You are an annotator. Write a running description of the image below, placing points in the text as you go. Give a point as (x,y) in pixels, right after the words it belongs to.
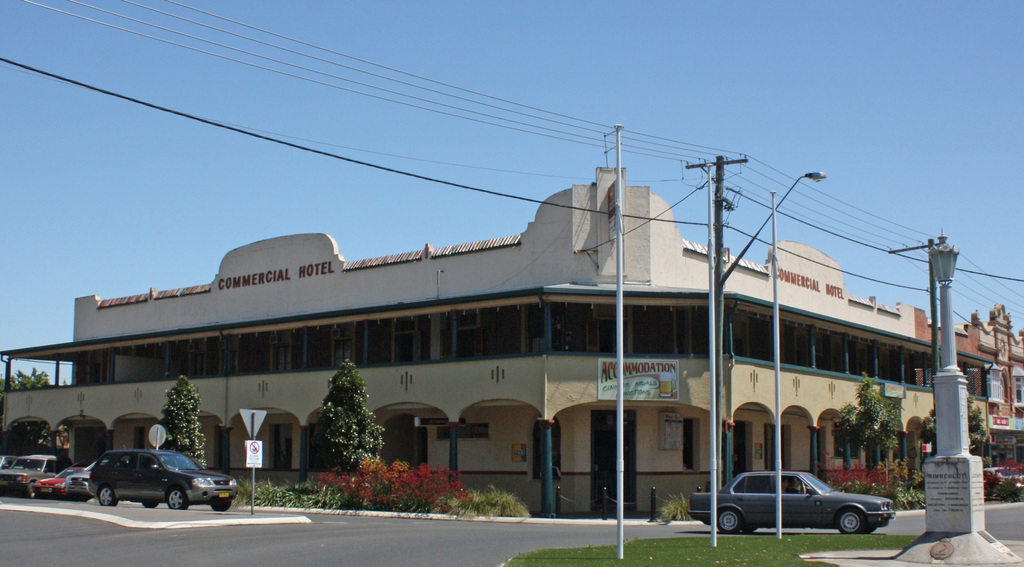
There are vehicles (170,486), trees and some poles (715,482) are present at the bottom of this image (753,489), and there is a building (570,389) in the background (736,376). There is a sky (710,125) at the top of this image (689,119).
